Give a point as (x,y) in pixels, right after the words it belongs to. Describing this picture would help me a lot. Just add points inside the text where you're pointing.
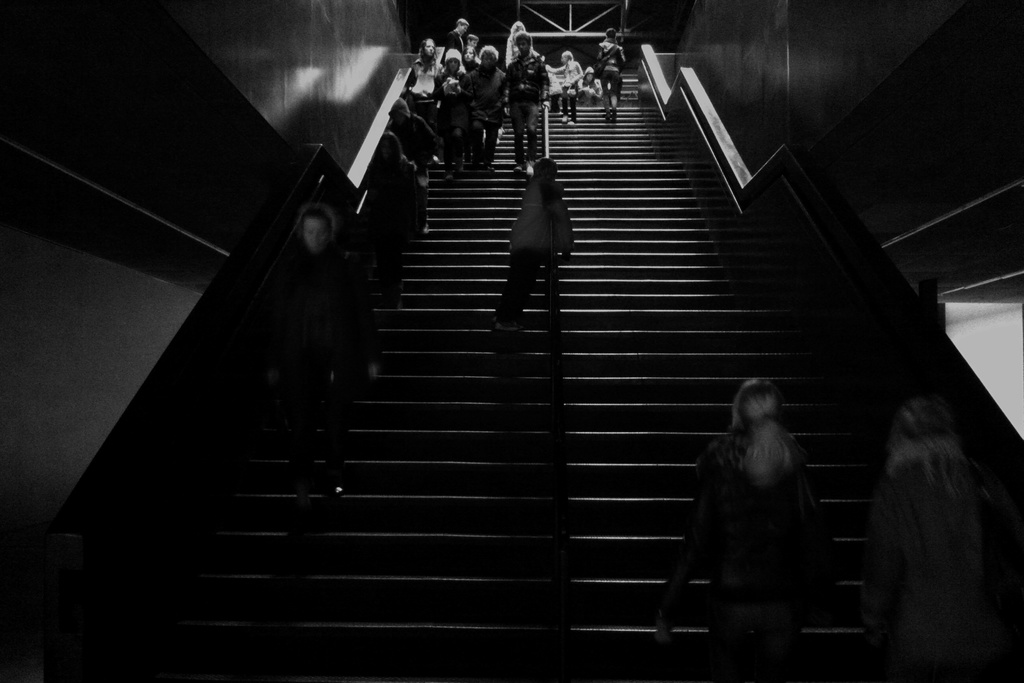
This is an image clicked in the dark. Here I can see few people (412,172) are walking on the stairs (421,364). On the right (816,181) and left side of the image (150,219) I can see the walls (126,118).
